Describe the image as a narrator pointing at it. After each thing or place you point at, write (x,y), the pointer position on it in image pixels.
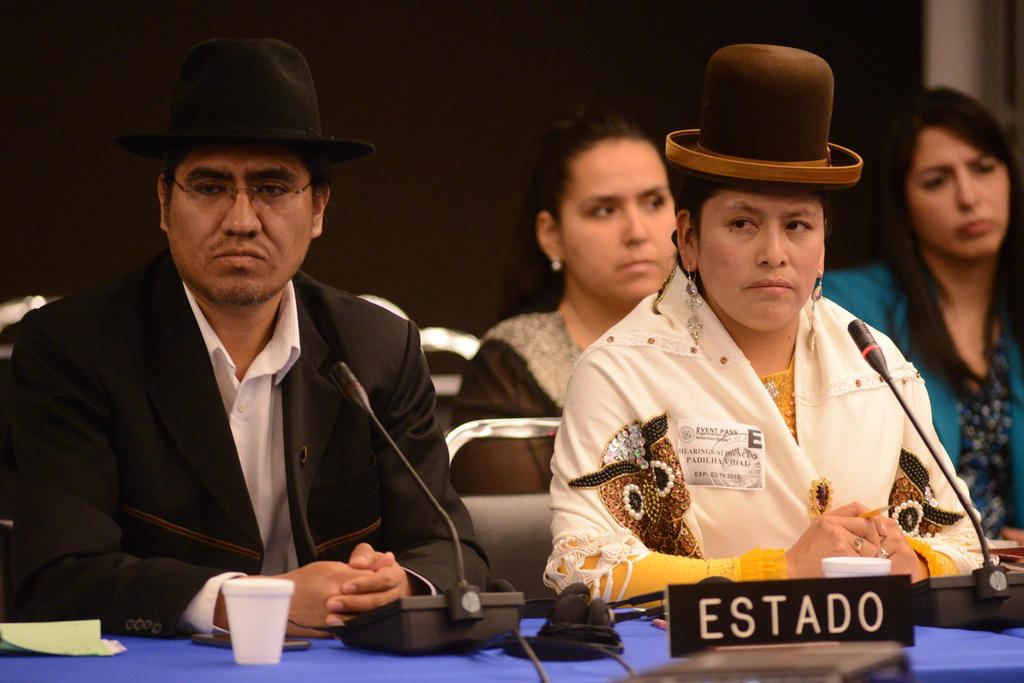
In this picture we can see there are groups of people (343,343) sitting on chairs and in front of the people (367,329) there is a table (193,646) and on the table (175,659) there are cups (272,607), microphone (350,390), cables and other things (822,627). Behind the people (387,372) there is a wall (645,90).
